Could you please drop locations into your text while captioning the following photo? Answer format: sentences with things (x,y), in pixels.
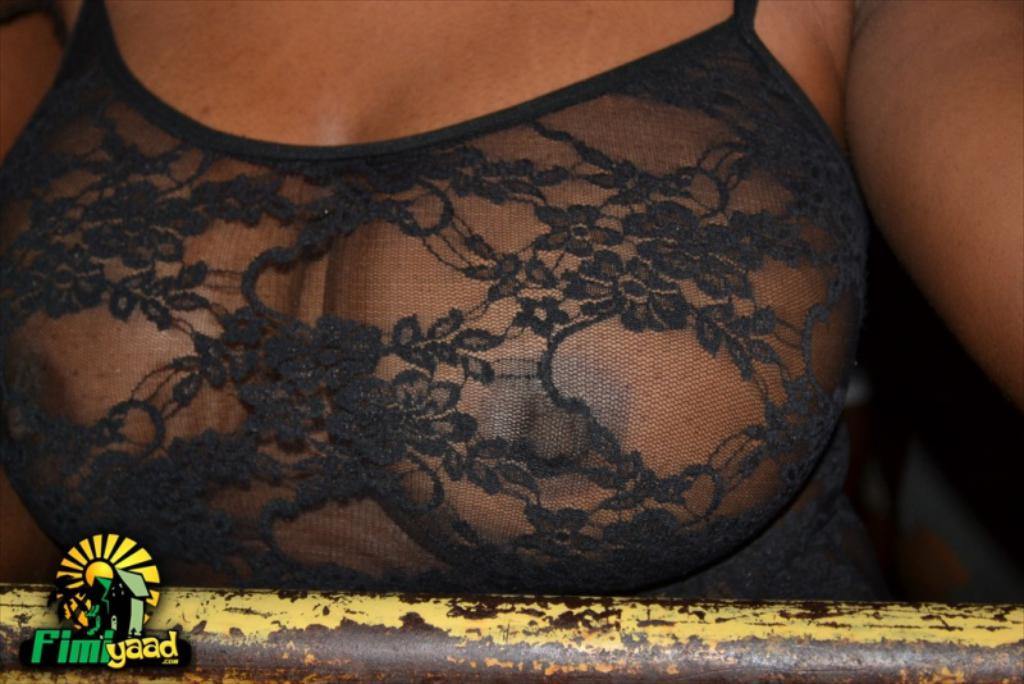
In this image I can see the breast (439,295) of a woman (477,332).
